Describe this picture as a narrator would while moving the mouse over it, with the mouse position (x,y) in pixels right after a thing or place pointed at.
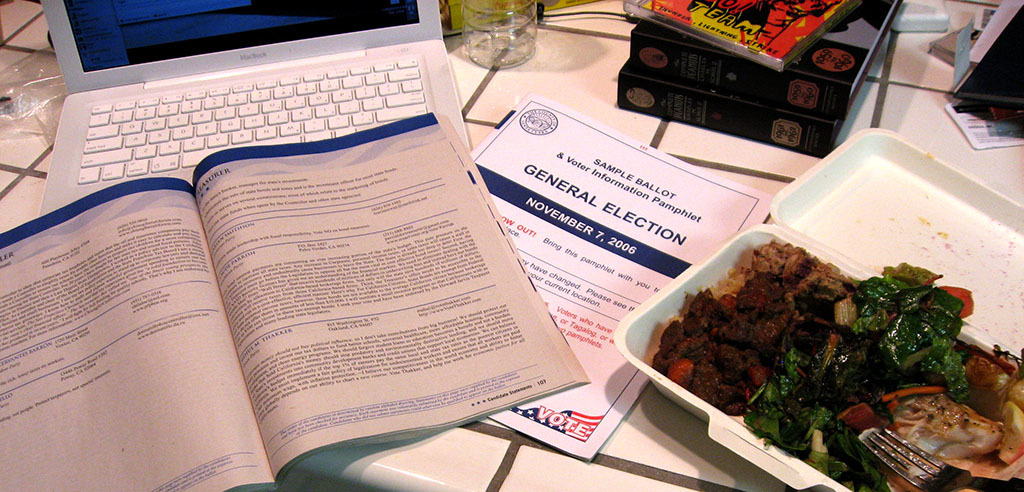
On this white surface (704,471) we can see a laptop (374,67), books (361,325), plastic cover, glass (477,24), things (793,45) and a box (819,226) with fork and food (851,387).
